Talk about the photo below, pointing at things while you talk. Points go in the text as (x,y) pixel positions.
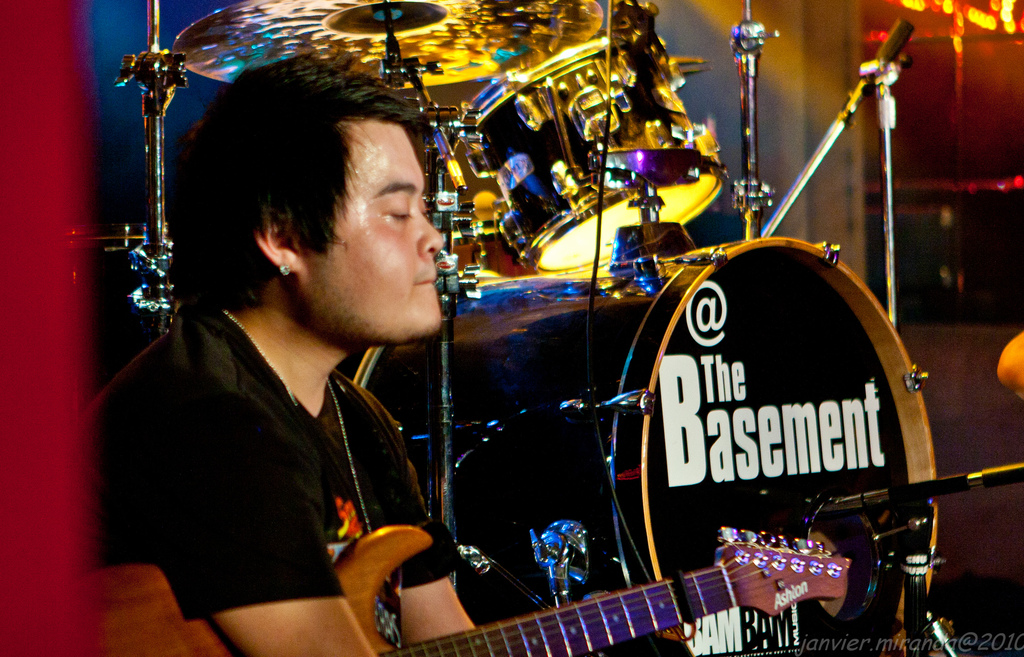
In this image the man (289,412) on the left side (315,510) is holding a guitar (487,651) in his hand (430,622). In the background (610,177) there is a musical instrument (561,184). On the instrument (761,431) there is the word @ the basement (771,448).
